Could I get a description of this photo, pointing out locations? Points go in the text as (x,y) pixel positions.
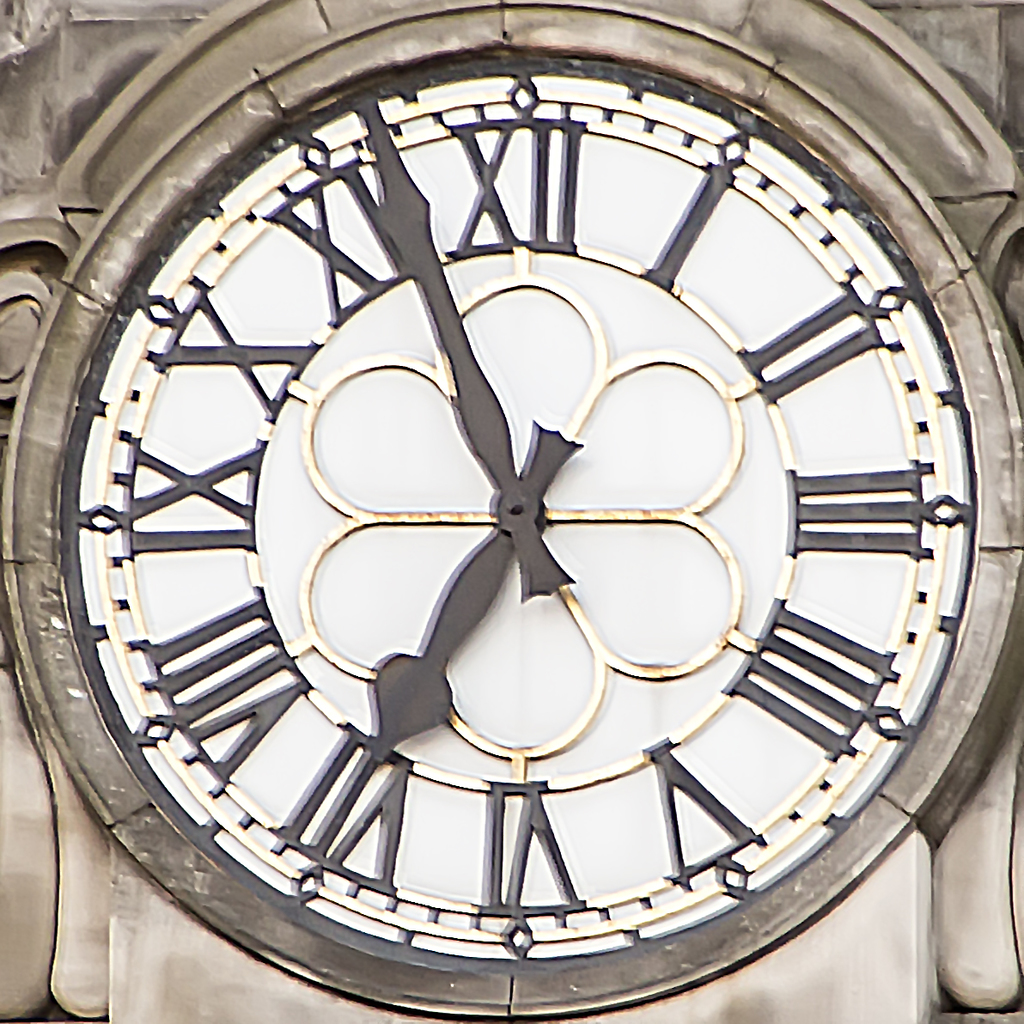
In the middle of the image (395,366) there is a clock (417,799) on the wall (10,689) and there are a few carvings (70,199) on the wall (992,235).
